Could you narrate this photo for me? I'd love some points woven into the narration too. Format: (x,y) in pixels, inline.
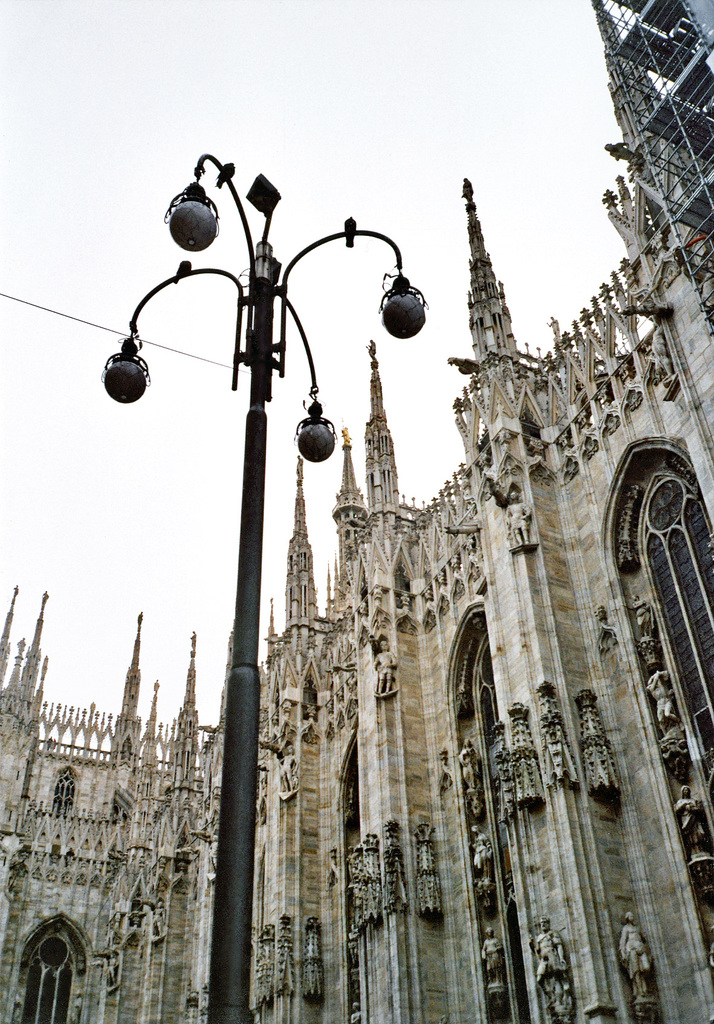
In this image I can see the lights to the pole (258,386). In the background (201,388) I can see the building (307,568) and the sky (292,197).
